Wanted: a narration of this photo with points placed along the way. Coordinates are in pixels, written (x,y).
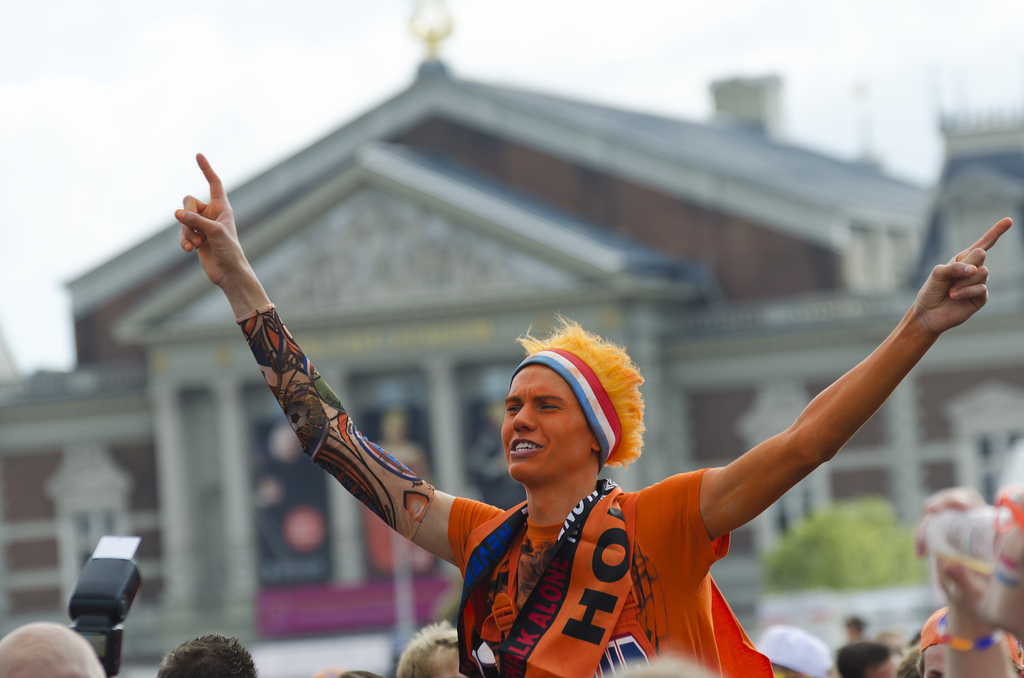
In this picture there are people (245,657) and we can see camera (123,620). In the background of the image (520,250) it is blurry and we can see building (684,437), plants (806,537) and sky (153,181).
